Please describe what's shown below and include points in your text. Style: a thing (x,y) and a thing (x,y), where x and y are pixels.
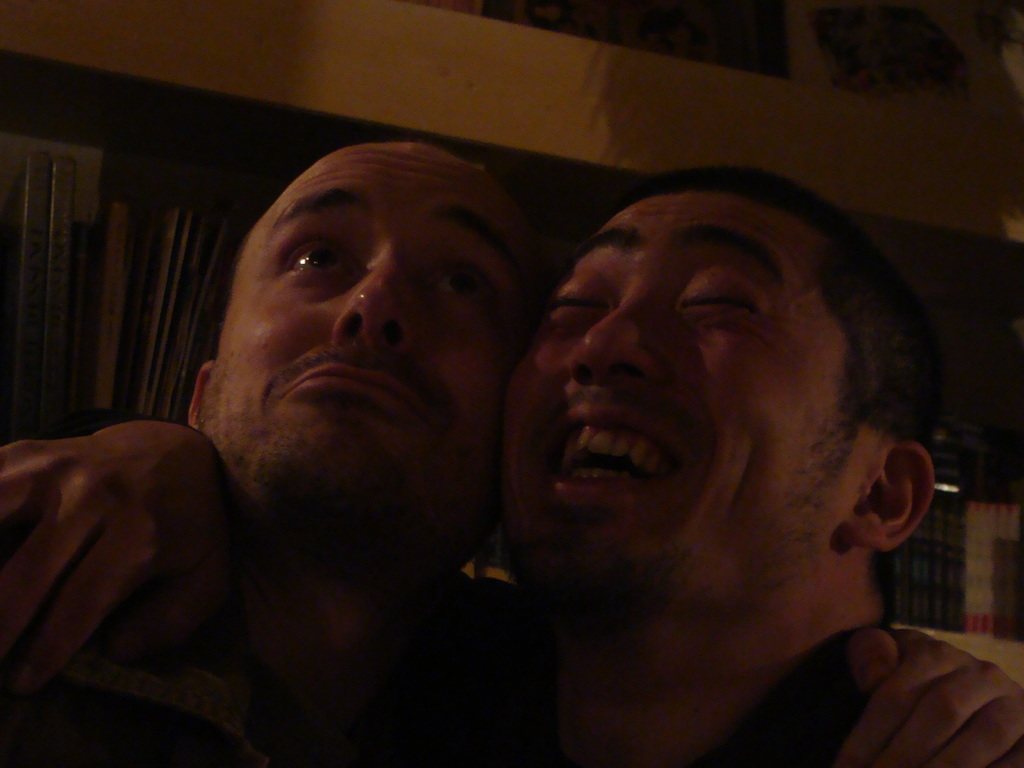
In this picture, we can see two persons (675,357), and we can see the background (552,55).
